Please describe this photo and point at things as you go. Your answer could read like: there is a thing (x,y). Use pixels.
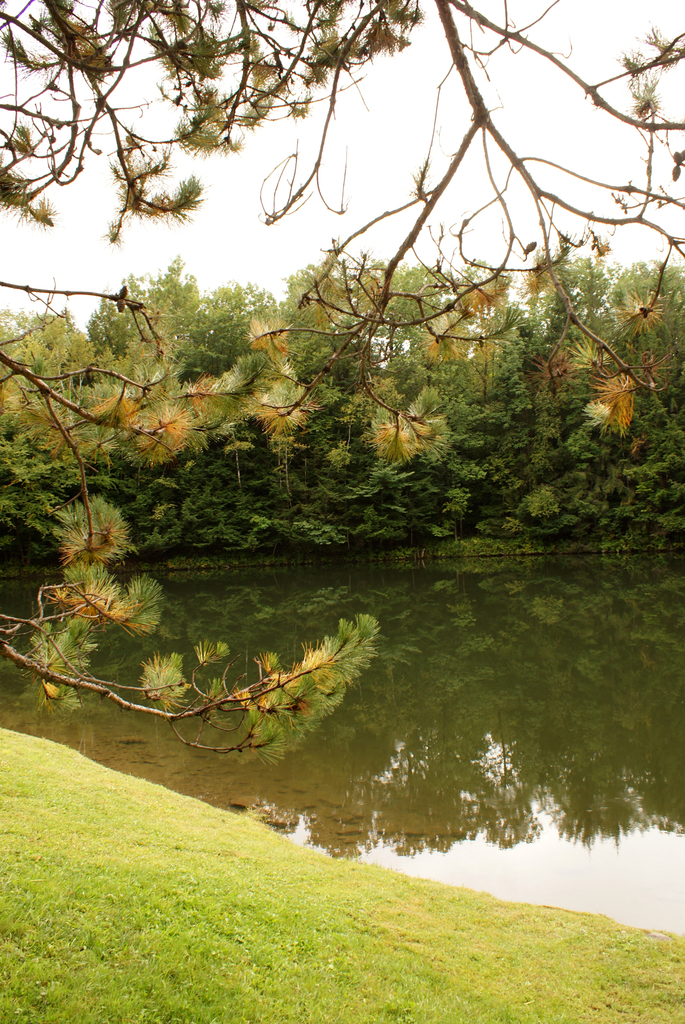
On the left side (35,791), there are a tree (43,676) and grass (227,857) on the ground (227,857). On the right side (671,770), there is water (595,771). In the background (382,538), there are trees (518,360) and there is sky (642,13).
